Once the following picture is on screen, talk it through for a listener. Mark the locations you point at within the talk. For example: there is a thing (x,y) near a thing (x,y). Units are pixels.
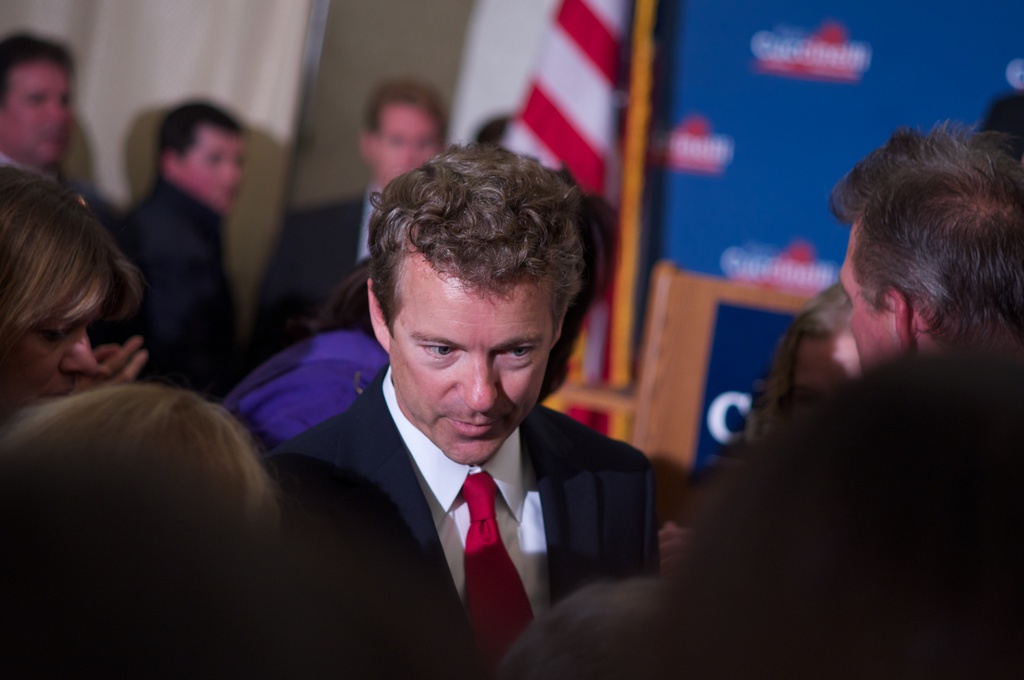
In the center of the image (391,373) a group of people (361,391) are there. In the background of the image (559,120) we can see wall (460,123), flag (588,64), boards (682,116) are there.
